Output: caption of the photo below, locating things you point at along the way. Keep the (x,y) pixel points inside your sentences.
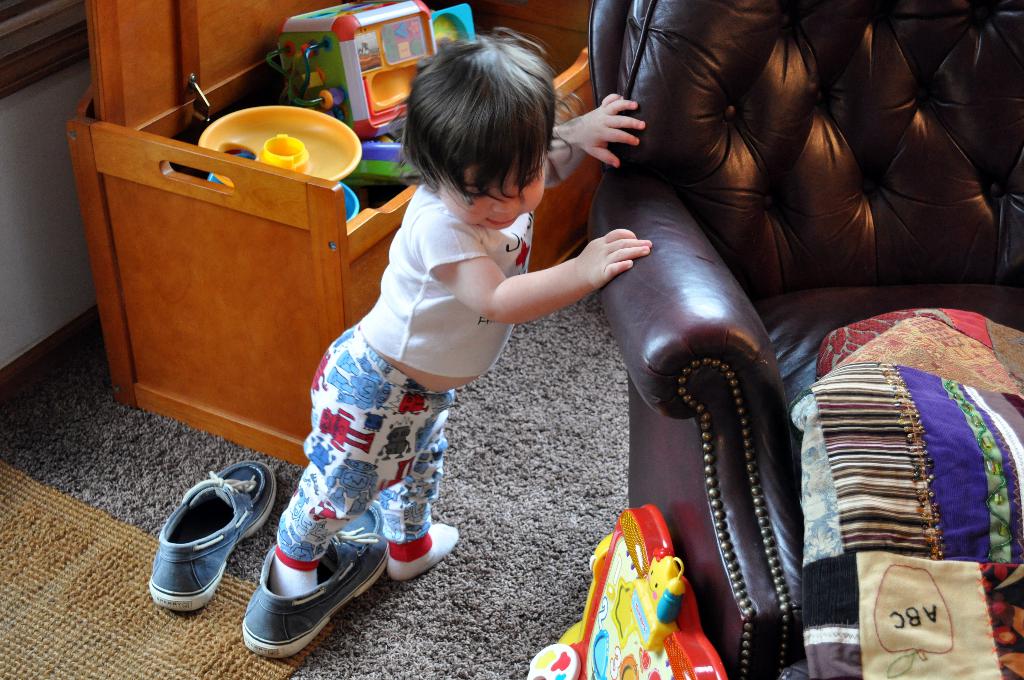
In this picture we can see a small kid (511,87) standing beside a sofa chair (684,147). Behind her, there is a box (170,126) full of toys (331,163).
